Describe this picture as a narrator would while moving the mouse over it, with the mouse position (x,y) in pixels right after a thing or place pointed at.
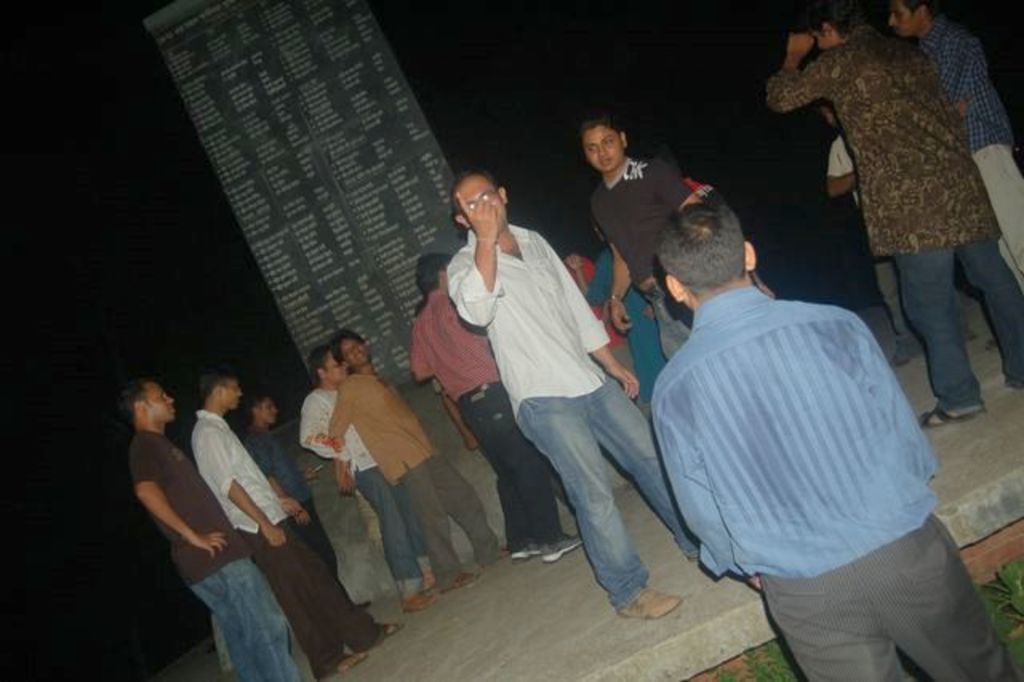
In this image there are group of people (573,339) standing on floor (521,674) and there is a board (306,202) visible in the middle (386,291), background (702,63) is too dark.
